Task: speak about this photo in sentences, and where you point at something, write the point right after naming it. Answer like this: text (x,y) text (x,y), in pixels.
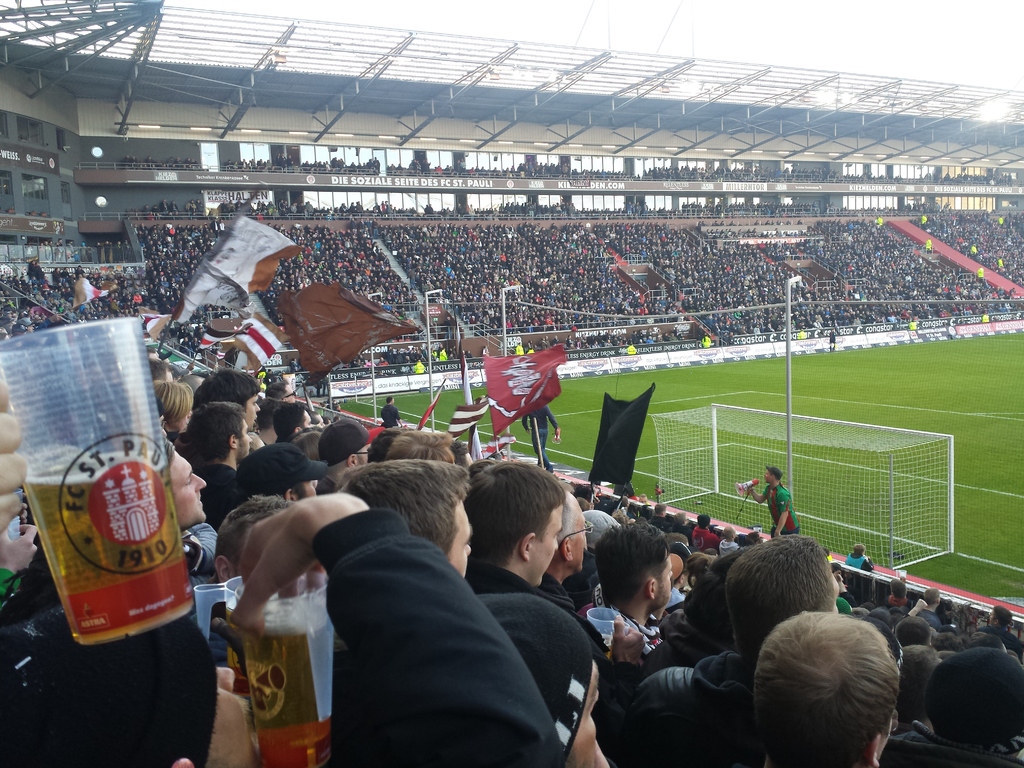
In this image we can see the ground (953,349). We can also see a goal post (942,474), the fence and some poles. We can also see a group of people (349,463) in the seating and a roof (853,142) with some metal poles (783,129). In the foreground (594,450) we can see some people (507,571) holding the glasses (320,697), a microphone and the flags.
